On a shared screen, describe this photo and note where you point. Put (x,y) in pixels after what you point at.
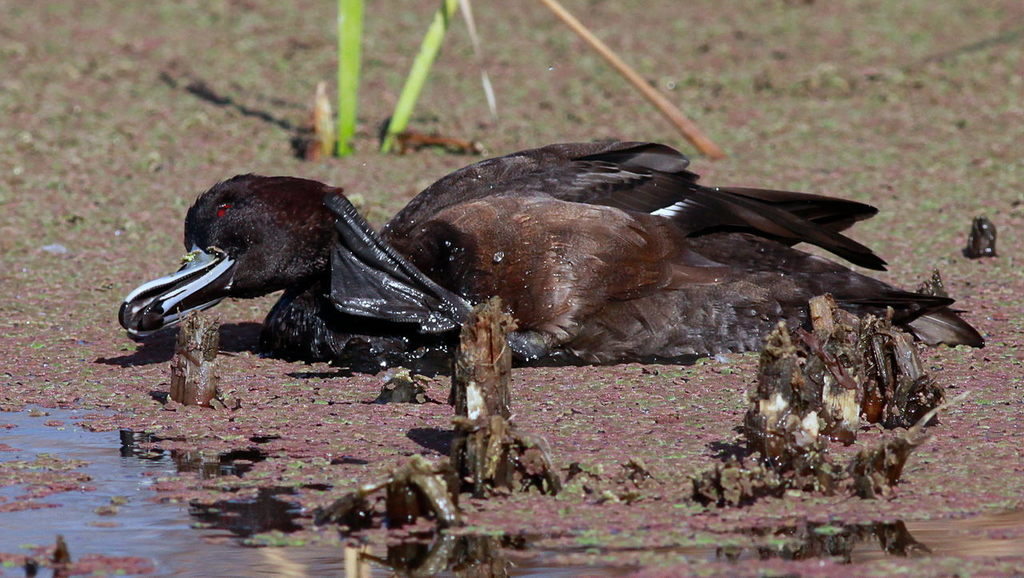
In the picture we can see a bird (470,234) laid on the surface (268,388) and near to it we can see some water (98,501) and the bird (651,328) in black in color with some part of brown.
